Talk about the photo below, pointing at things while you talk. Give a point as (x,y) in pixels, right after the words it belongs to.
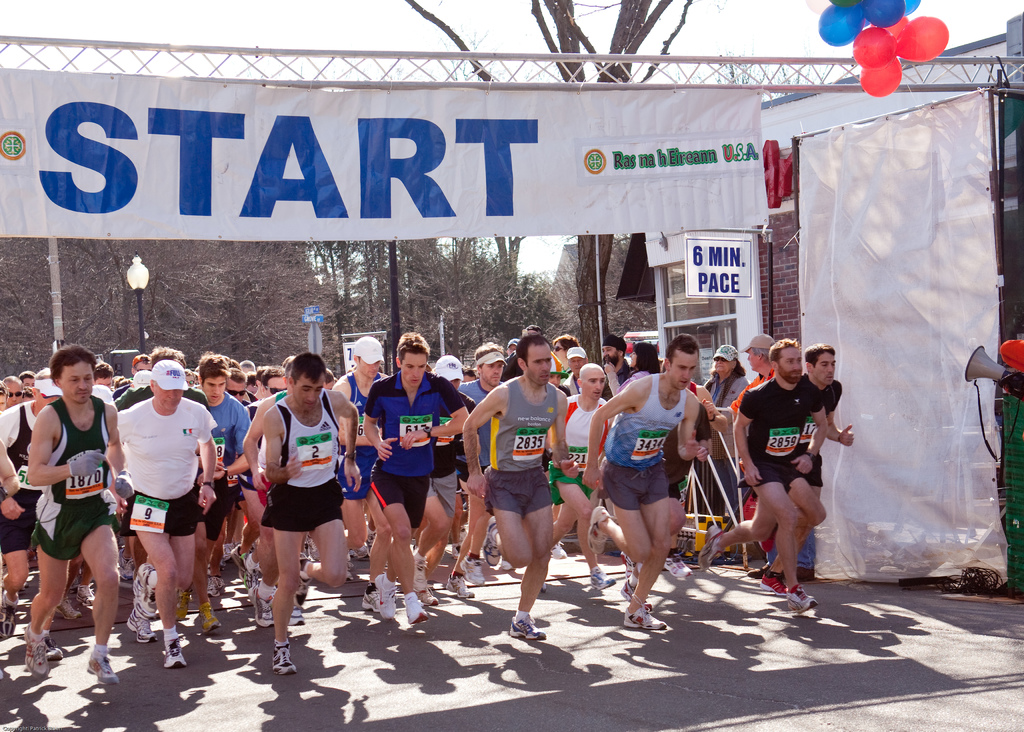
In this picture there are people (54,463), among them few people (30,470) running on the road (517,656) and we can see banners (533,180), truss (904,86), balloons (917,28), mega phone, board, house (788,274), poles (799,137) and light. In the background of the image (257,282) we can see trees (314,259) and sky (546,246).
